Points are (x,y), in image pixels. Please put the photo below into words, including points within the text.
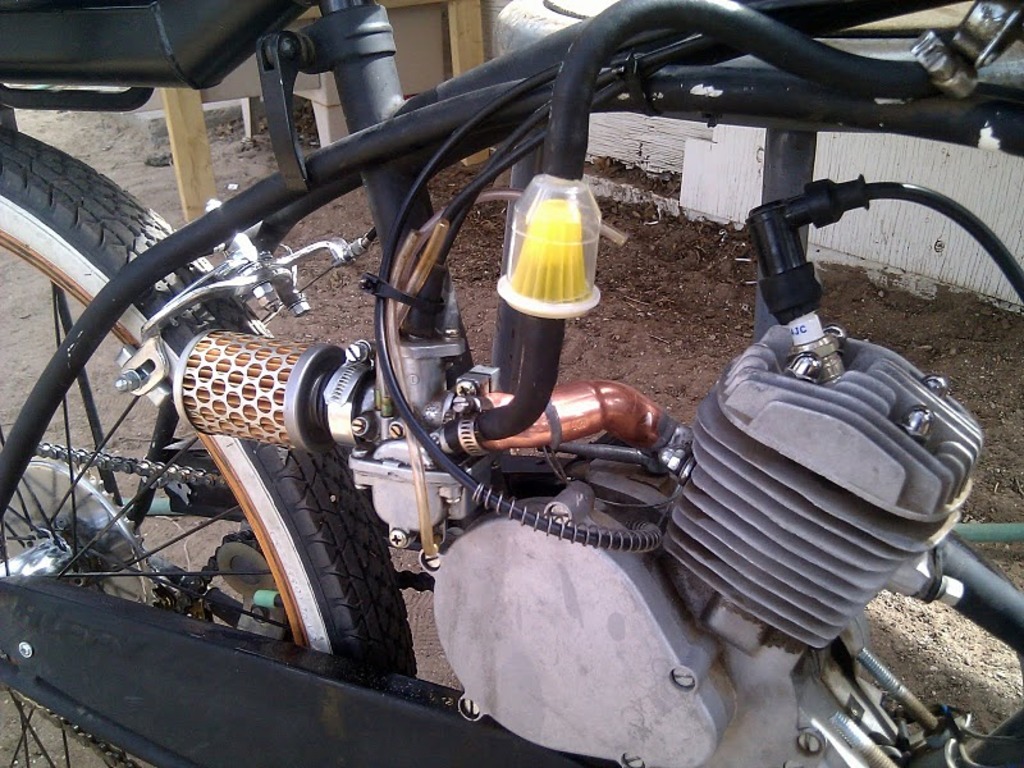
In this image I can see the motorcycle (381,433) which is in black and ash color. To the side of the cycle (578,258) I can see the mud (621,279) and the white color wall (726,215).
